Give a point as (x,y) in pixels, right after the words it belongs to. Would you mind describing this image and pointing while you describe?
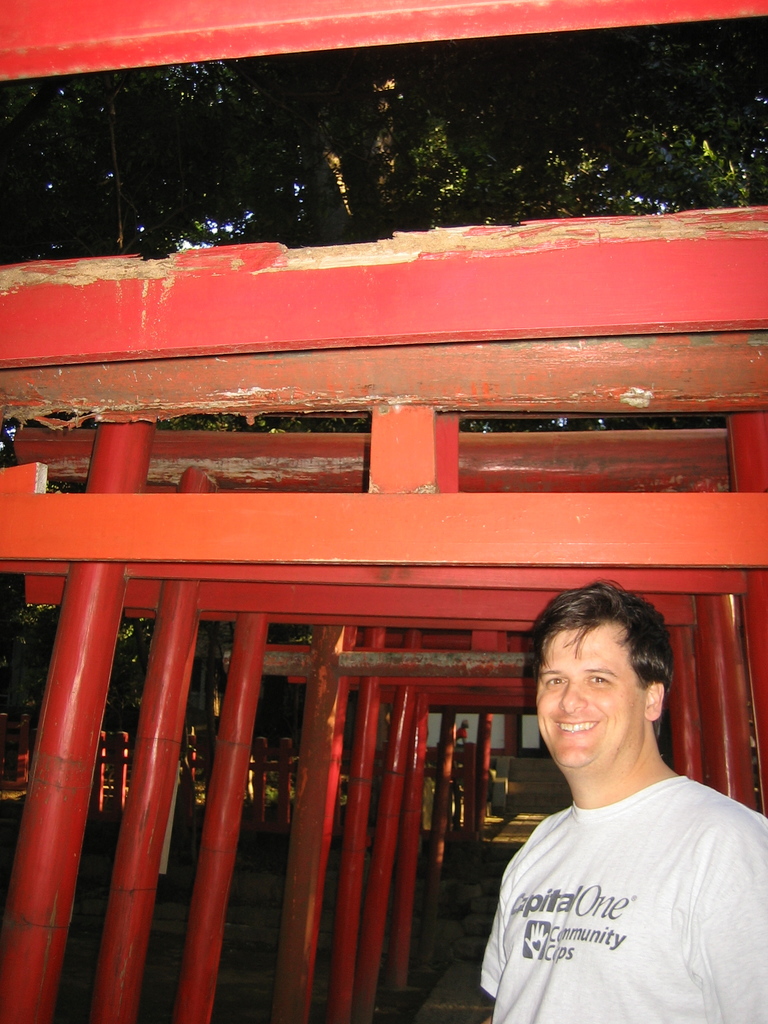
In the foreground of this image (607,827), there is a man (630,878) on the right side of the image (631,938) and in the background (331,767), there are red pillars (82,655) and beams (461,458) and the trees (392,157).
